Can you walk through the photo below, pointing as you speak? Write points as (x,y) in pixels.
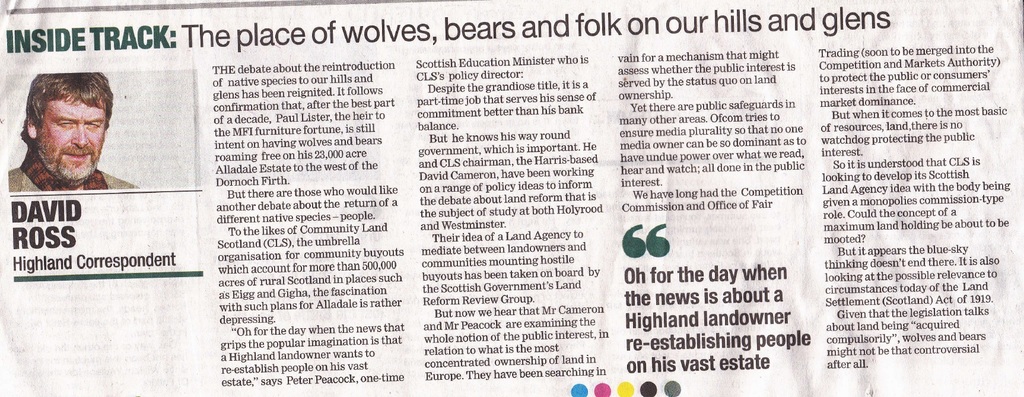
In this image we can see a part of a newspaper (413,150) and a person's image (93,125) on it.
